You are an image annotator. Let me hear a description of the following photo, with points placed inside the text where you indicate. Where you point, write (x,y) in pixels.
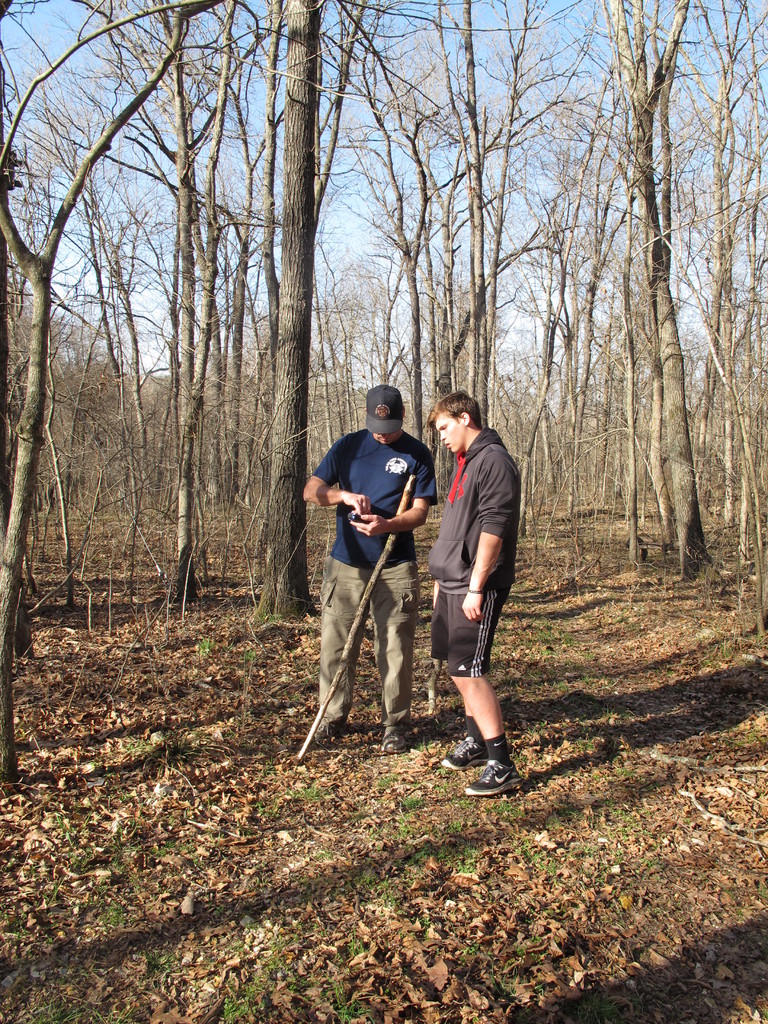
In the image we can see there are two men (453,624) standing and a man (369,610) is holding stick (384,555) in his hand (372,516). Behind there are lot of trees (728,303).
